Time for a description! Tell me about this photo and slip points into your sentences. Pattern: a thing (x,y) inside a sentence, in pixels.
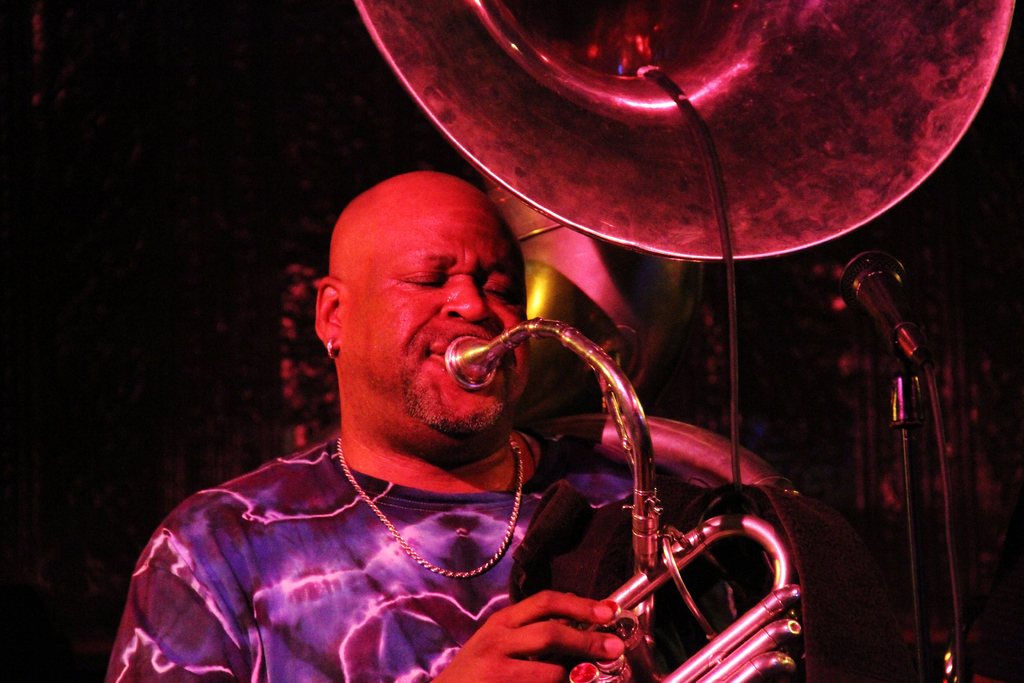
This image is clicked inside. There is a man (382,551) wearing blue t-shirt (360,536) is blowing tuba (600,364). To the right (901,366), there is mic stand (900,391) along with mic (897,340).
